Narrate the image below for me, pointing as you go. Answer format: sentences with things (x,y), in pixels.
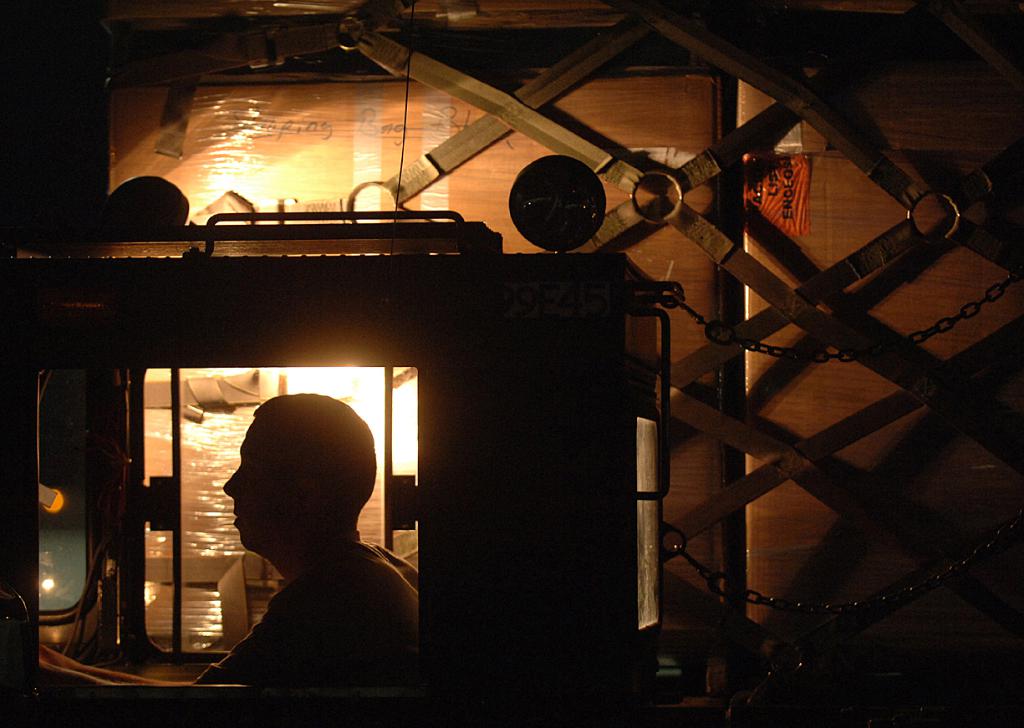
This picture is dark and there is a person (348,492) sitting. We can see chains (735,340) and belts (724,501). Background (338,377) we can see light (369,385).
